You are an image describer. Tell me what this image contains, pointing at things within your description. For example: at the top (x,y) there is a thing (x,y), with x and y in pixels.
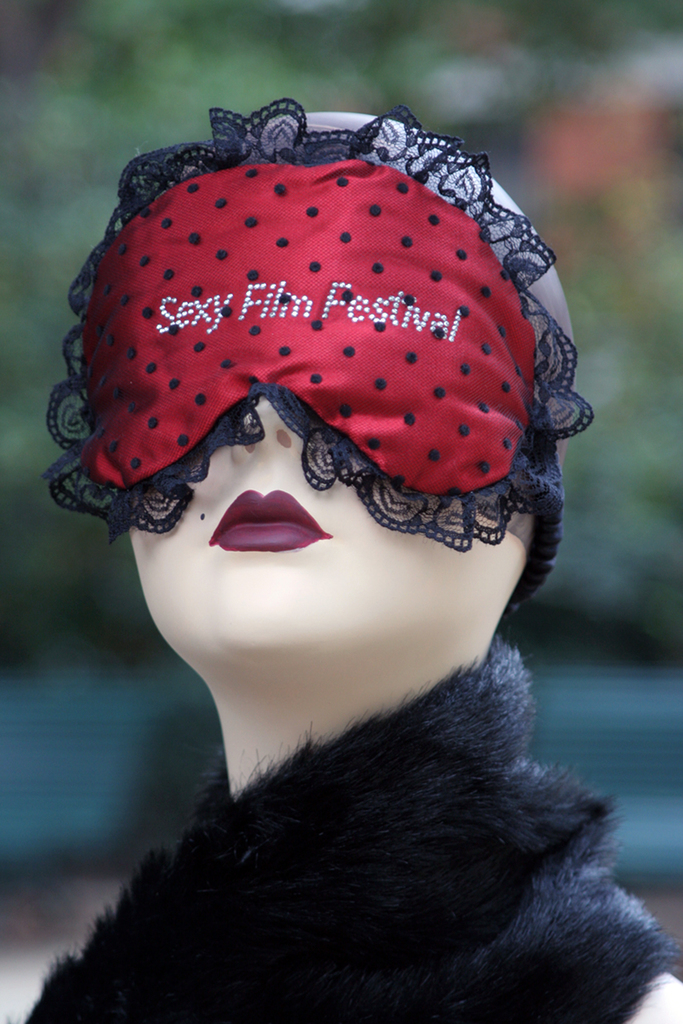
In this image, in the middle (430,484), we can see a mannequin (509,558) to which its eyes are covered with a mask (438,234). In the background (639,842), we can see a green color.
